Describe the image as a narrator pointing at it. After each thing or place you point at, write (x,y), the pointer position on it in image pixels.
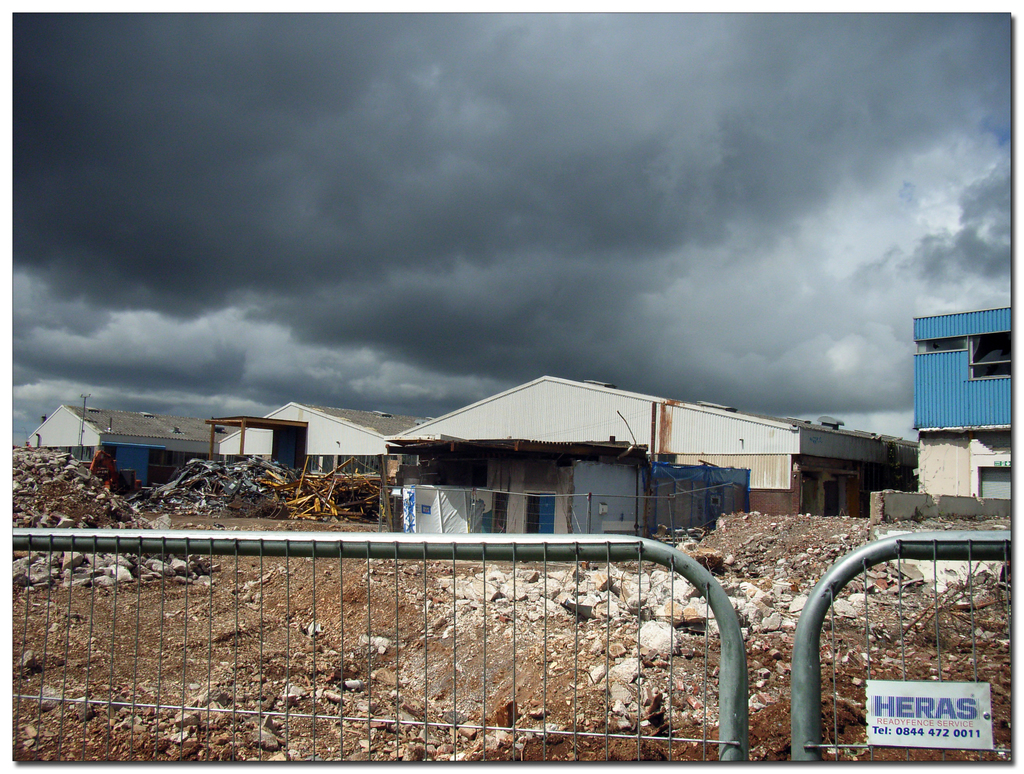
In the foreground of the image (286,628) there is fencing (459,705). In the center of the image (505,495) there are houses (626,485). There is soil (332,561). At the top of the image (440,168) there are clouds (319,213).
